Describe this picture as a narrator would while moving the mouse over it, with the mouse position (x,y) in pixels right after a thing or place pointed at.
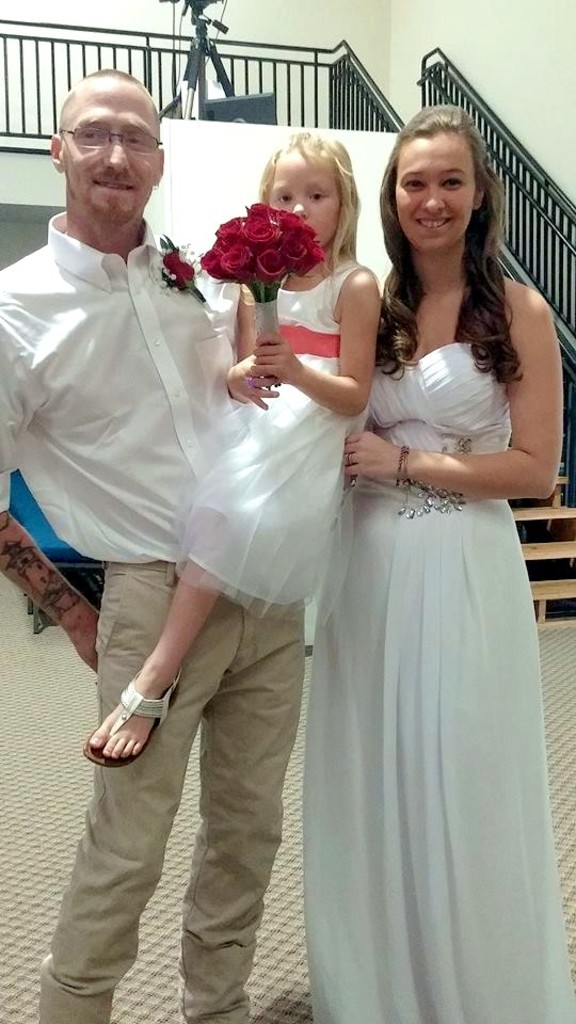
In this image there is a woman (451,566) standing towards the right of the image (452,493), there is a man (117,133) standing towards the left of the image (128,572), he is wearing spectacles (138,153), there is a girl (306,319) holding an object (269,297), there is floor (167,993) towards the bottom of the image (165,974), there is a mat (145,1003) on the floor (86,704), there is a staircase (540,582) towards the right of the image (540,549), there is a stand (206,50) towards the top of the image (196,49), there is an object (79,549) towards the left of the image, there is a board (195,207) behind the women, there is a wall (281,58) towards the top of the image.
